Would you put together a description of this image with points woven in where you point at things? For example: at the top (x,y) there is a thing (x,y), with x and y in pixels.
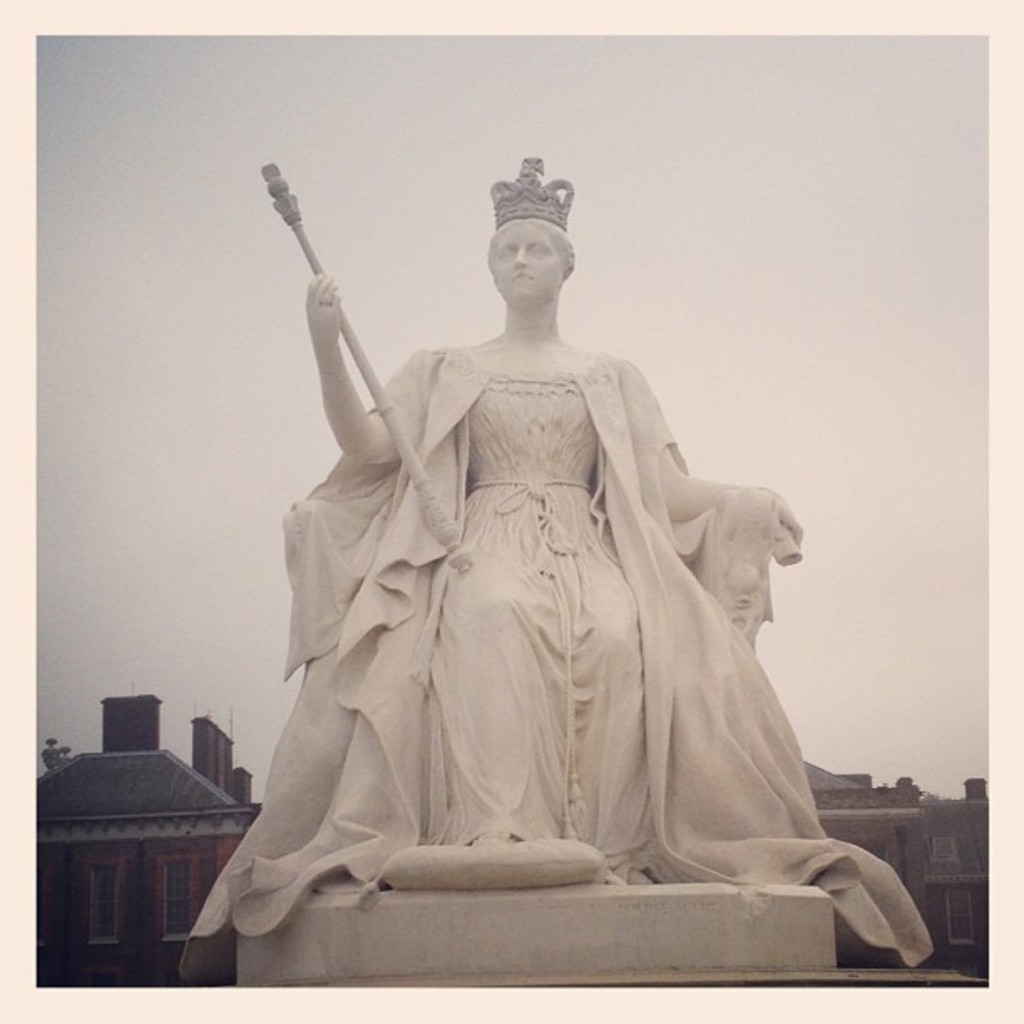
In the background (818,334) we can see the sky (922,645), buildings (845,794), windows (935,855). In this picture we can see the statue (391,646) of a woman (467,757), holding an object (428,485) which is placed on the pedestal (710,940).
